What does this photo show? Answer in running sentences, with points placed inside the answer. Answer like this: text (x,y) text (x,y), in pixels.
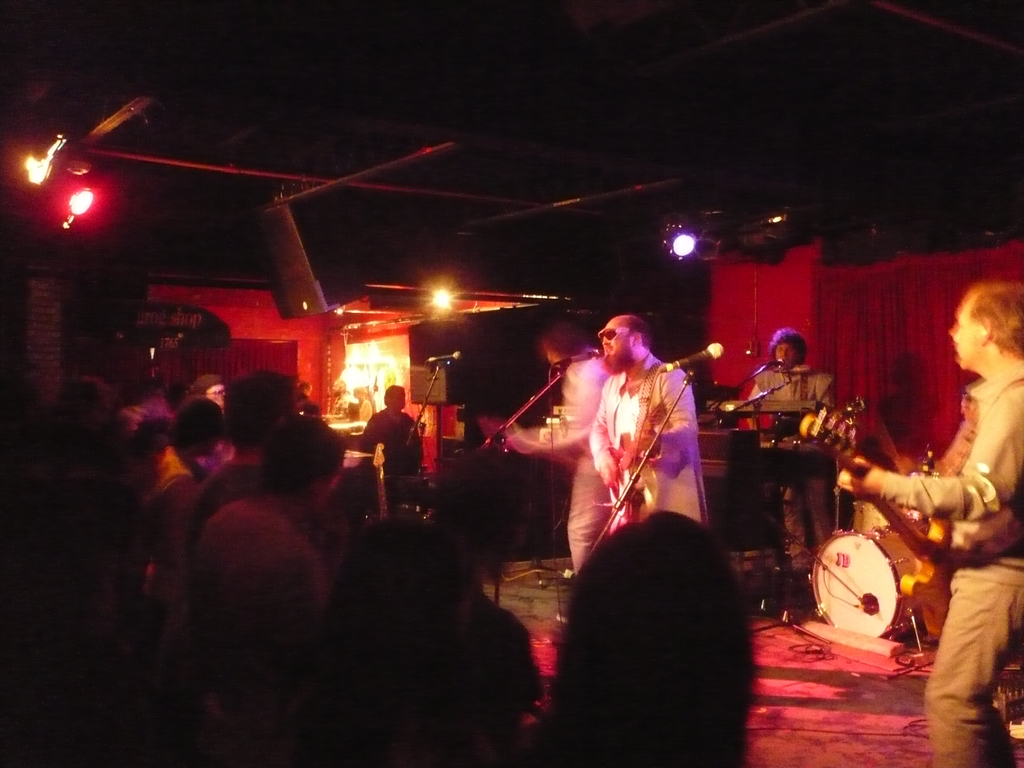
In this image I see 4 men (1007,298) on the stage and all of them are with the musical instruments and they are in front of the mics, I can also see few people (413,538) over here and lights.
